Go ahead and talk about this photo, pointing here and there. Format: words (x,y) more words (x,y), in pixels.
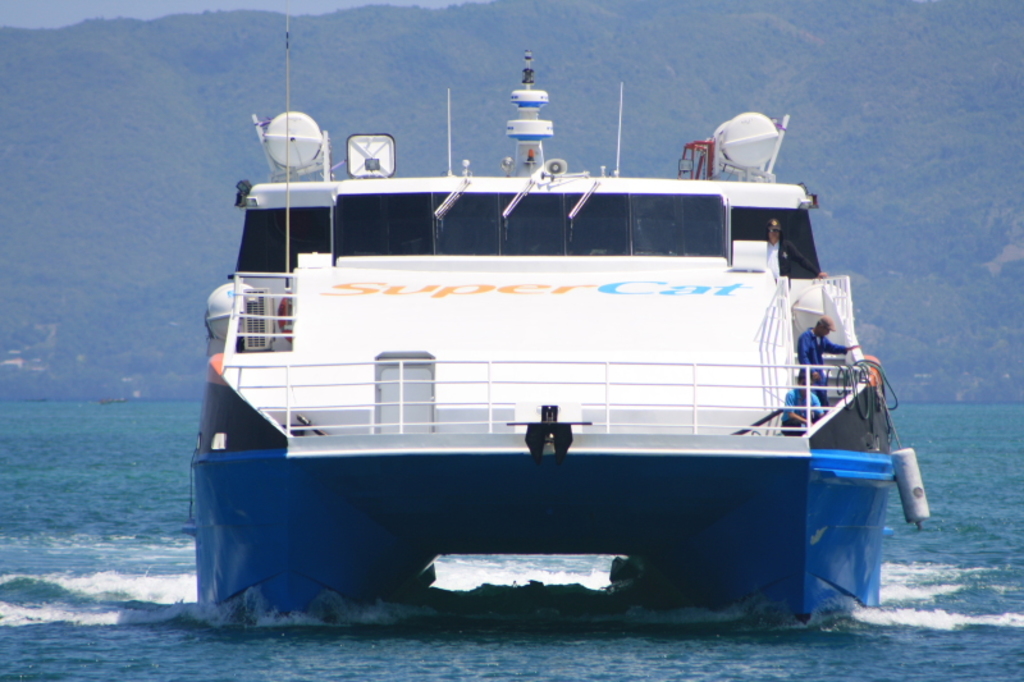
In this image at the bottom (990,559) there is an ocean (946,572), in that ocean (946,572) there is one ship (480,327) and also there are some persons (814,352) in the ship (736,403) there are wires (884,379) and some other objects (226,296). And in the background (234,19) there are some mountains (943,187).
